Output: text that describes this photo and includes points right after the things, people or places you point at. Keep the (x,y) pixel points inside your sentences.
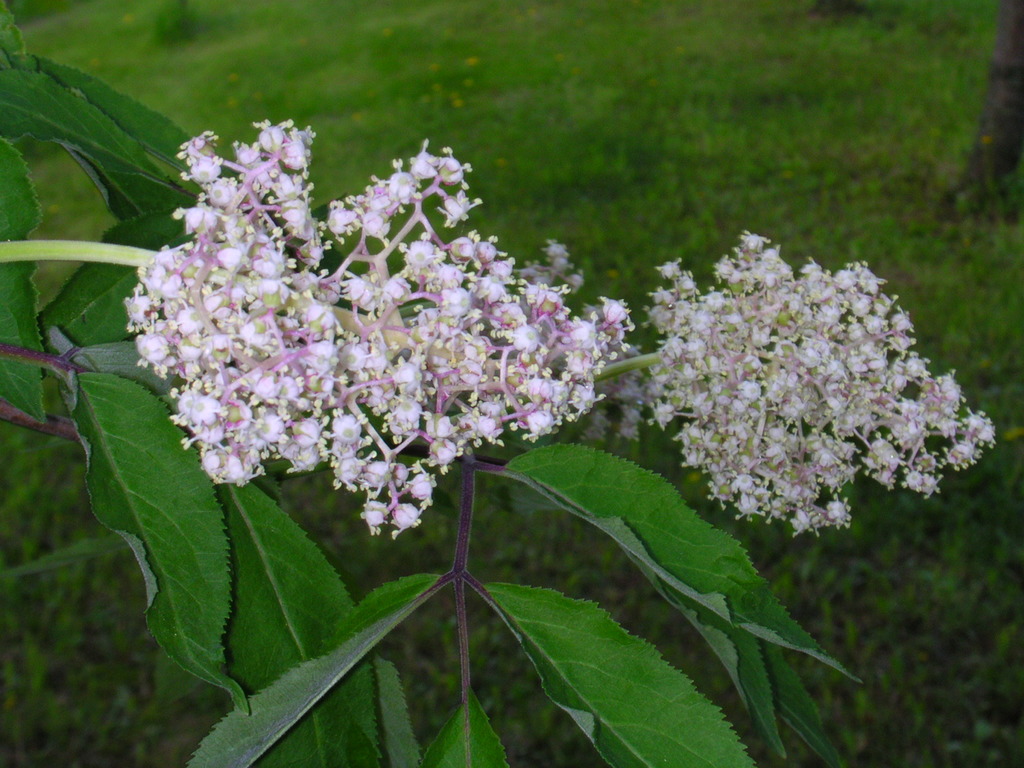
In the image we can see there are flowers (634,397) on the plant (515,462) and the ground (624,284) is covered with grass (600,188).
